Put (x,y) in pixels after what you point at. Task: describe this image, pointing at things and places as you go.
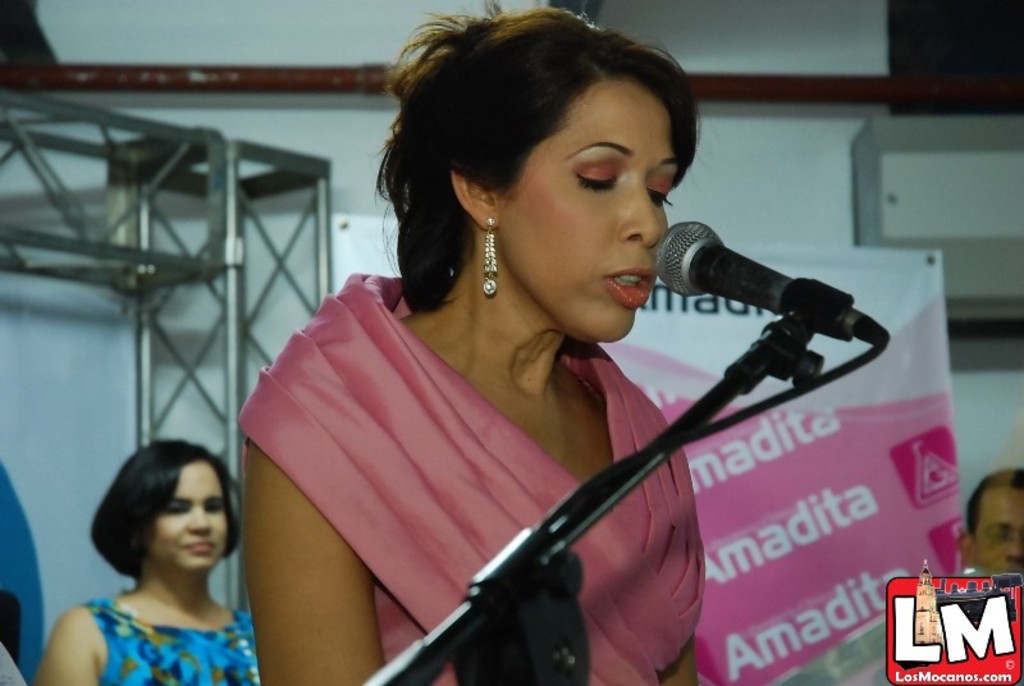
In this image I can see a woman (448,359) is speaking on the mike (692,258) by looking at the downwards. On the left side (178,518), I can see another woman (171,592) who is wearing blue color dress (210,657). At the back of her I can see a metal stand (214,244). In the background (893,400) there is a white color banner (884,437), beside that I can see a person's head (996,527). On the top of the image (747,170) I can see a wall (753,72). On the right bottom of the image (960,622) I can see a logo (979,632).
